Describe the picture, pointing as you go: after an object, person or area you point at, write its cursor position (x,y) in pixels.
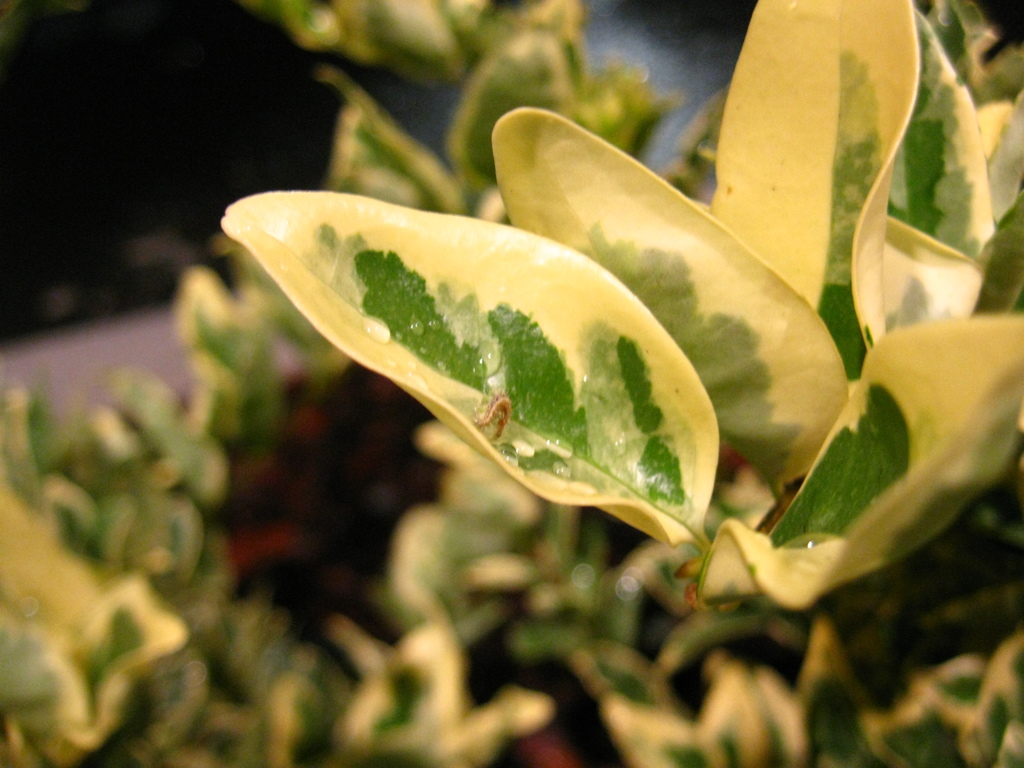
In this image I can see few green and yellow leaves (498,266). Background (301,137) is blurred.
